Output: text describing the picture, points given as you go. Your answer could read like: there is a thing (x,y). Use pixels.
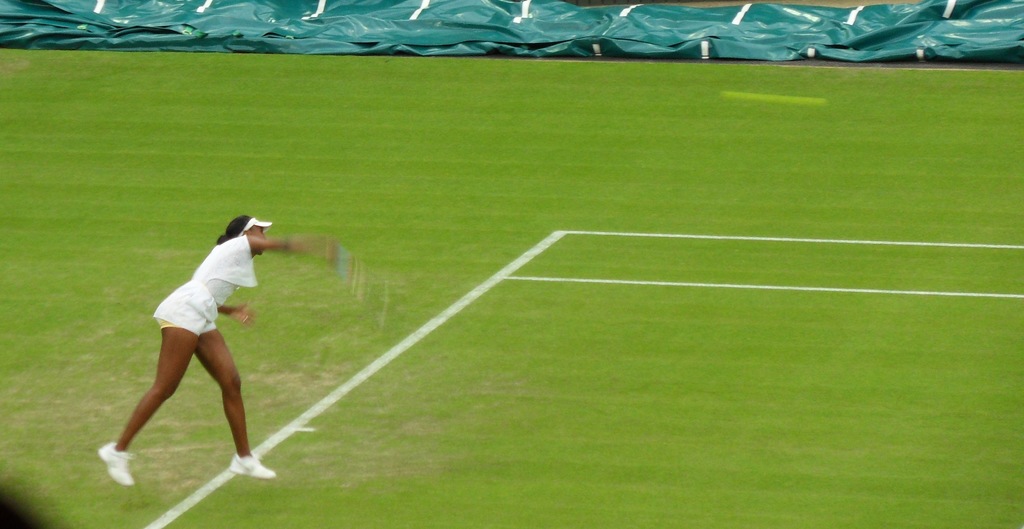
In this picture I can see a woman (212,334) is wearing white color dress (206,300), cap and shoes (109,457). In the background (568,245) I can see white color lines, grass (568,322) and green color objects (554,37).
